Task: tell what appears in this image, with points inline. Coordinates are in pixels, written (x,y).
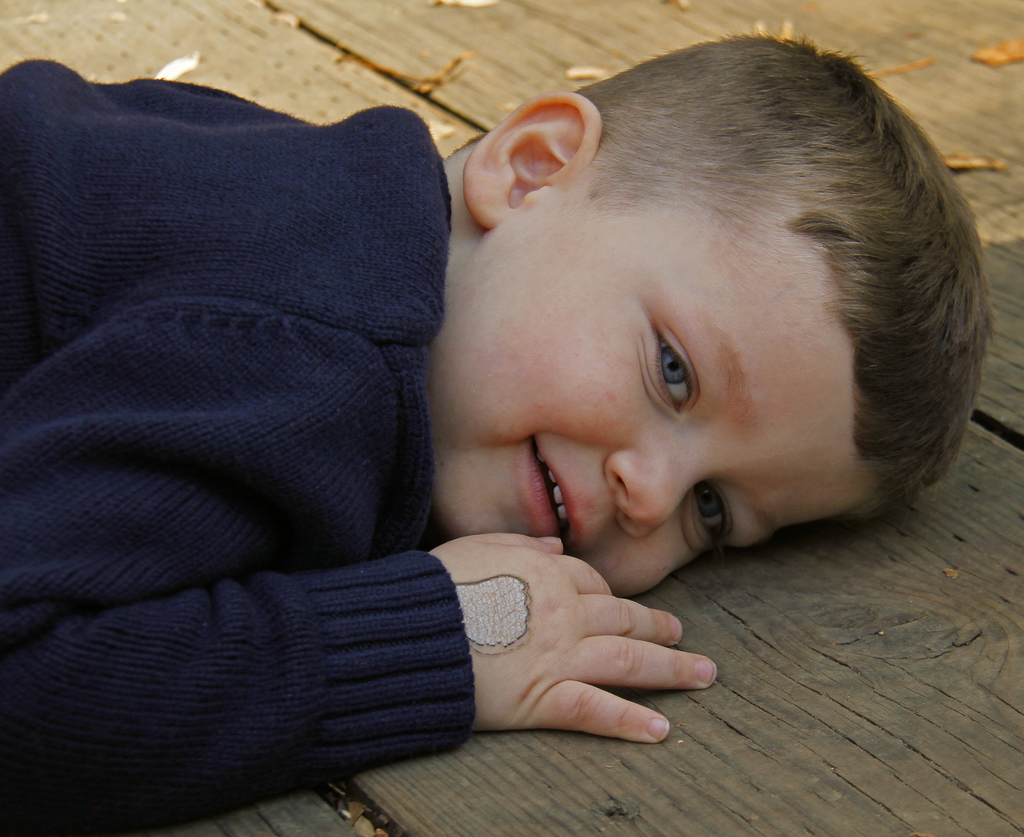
In this picture I can observe a boy (427,289) laying on the wooden surface (225,56). This boy (699,438) is smiling. He is wearing blue color sweater (227,285).
